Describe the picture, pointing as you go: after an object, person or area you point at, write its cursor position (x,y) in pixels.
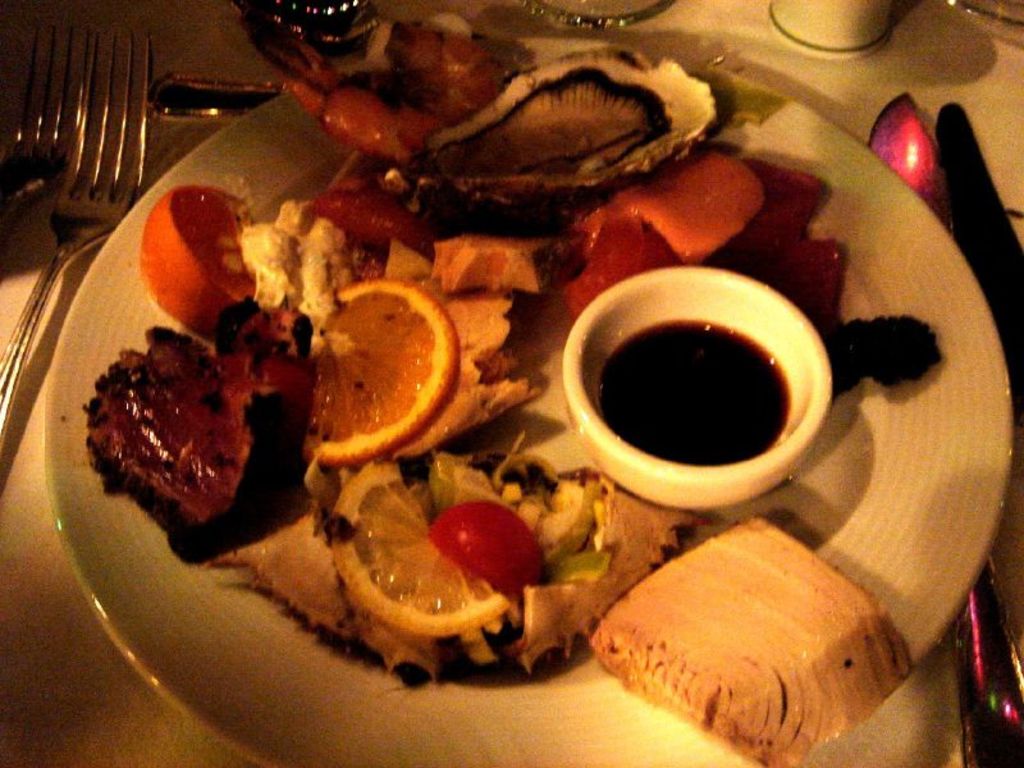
In this image we can see seafood (732,599) and meat (669,542) in plate (731,128) placed on the table (758,69). On the left side of the image (100,133) we can see forks (80,137). On the right side of the image (988,742) we can see knife (962,631).
